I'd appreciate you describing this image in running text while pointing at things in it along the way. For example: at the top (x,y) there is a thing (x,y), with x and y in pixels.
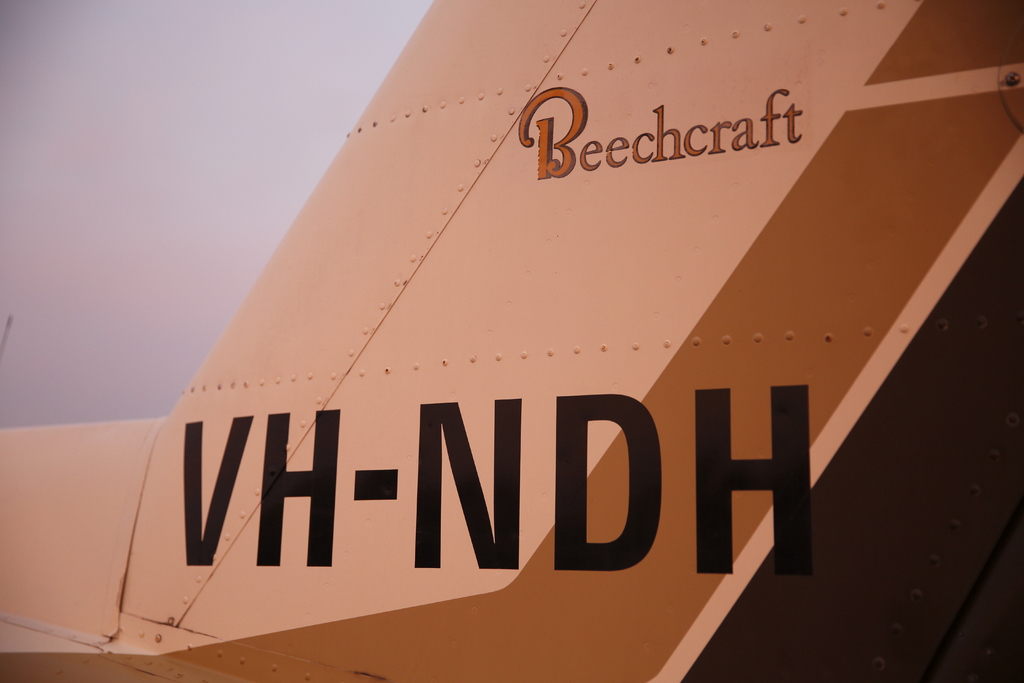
In this image I can see it looks like an aeroplane part (602,324), there is text (444,427) on it.
